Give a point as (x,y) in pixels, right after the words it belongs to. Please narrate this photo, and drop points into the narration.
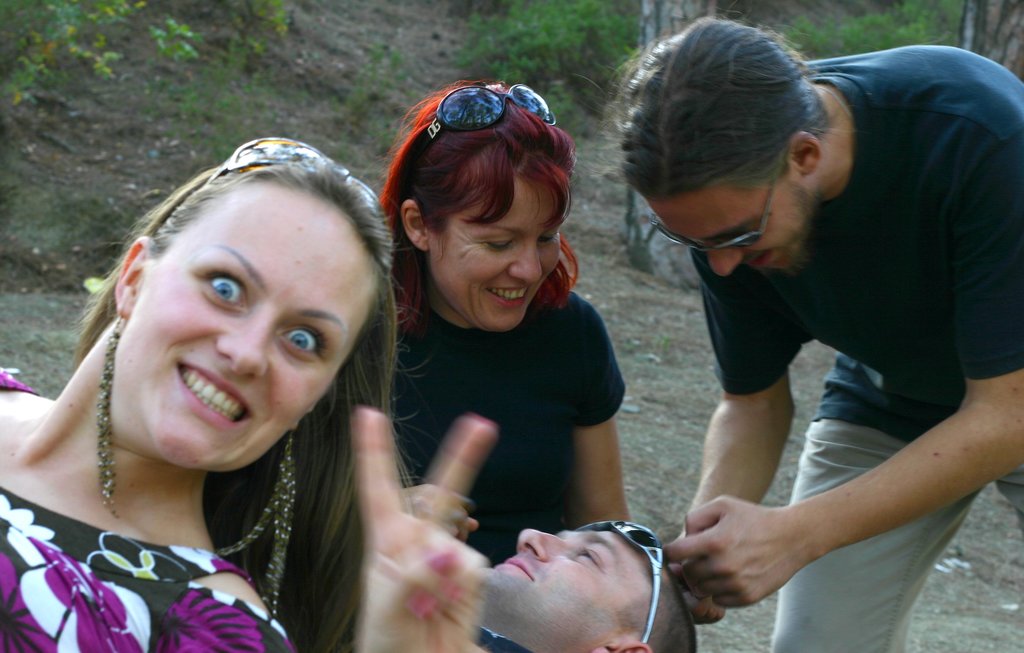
As we can see in the image there are few people (273,180) here and there. In the background (624,39) there is grass (529,20). The person (875,379) on the right side (877,365) is wearing blue color t shirt (849,328). The woman (553,341) over here is wearing goggles (533,99) over her head (453,273) and black color dress (530,364). The woman (122,598) on the left side (108,404) is wearing black and pink color dress (120,583).
